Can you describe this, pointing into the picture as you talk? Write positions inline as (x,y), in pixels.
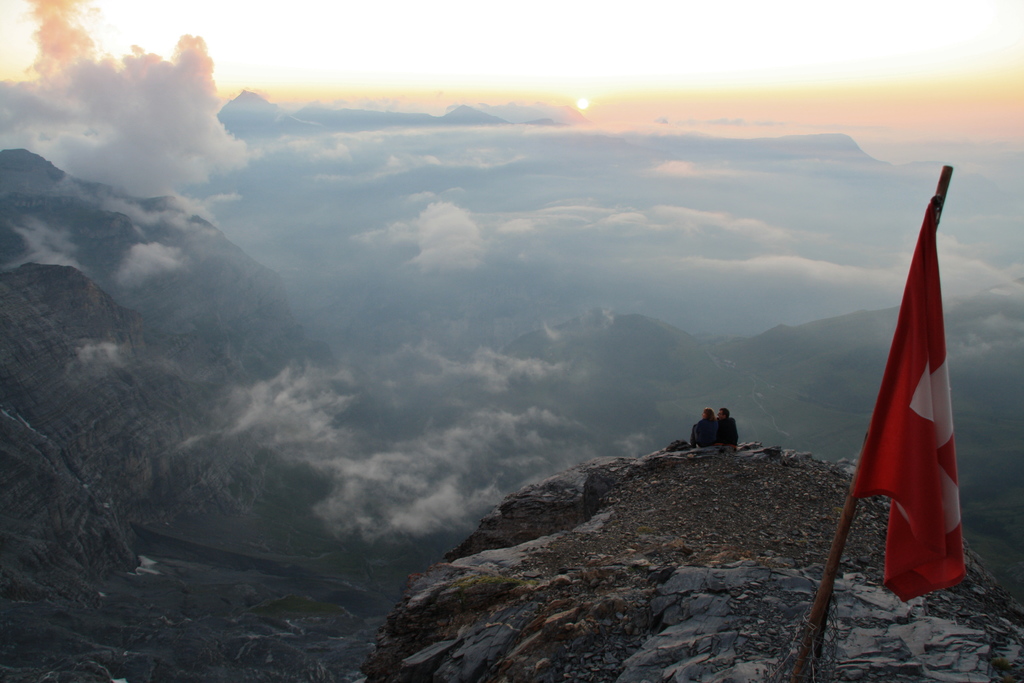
On the right side of the image (896,466) we can see a flag (867,459), in the background (797,425) we can find clouds (291,278) and hills (219,440), and also we can see few people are seated.
